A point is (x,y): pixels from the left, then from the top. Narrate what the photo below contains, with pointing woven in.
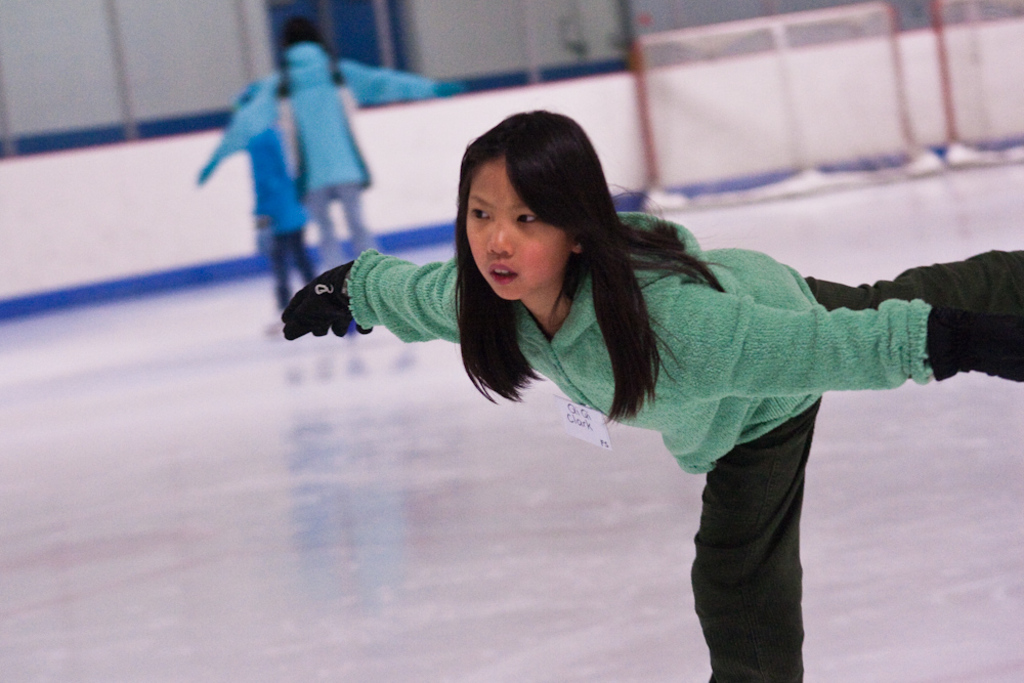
In this image I can see few persons (204,171) skating. In front (684,317) the person (473,281) is wearing green and black color dress (763,455). Background (166,175) I can see the fencing (182,175) in white color.
